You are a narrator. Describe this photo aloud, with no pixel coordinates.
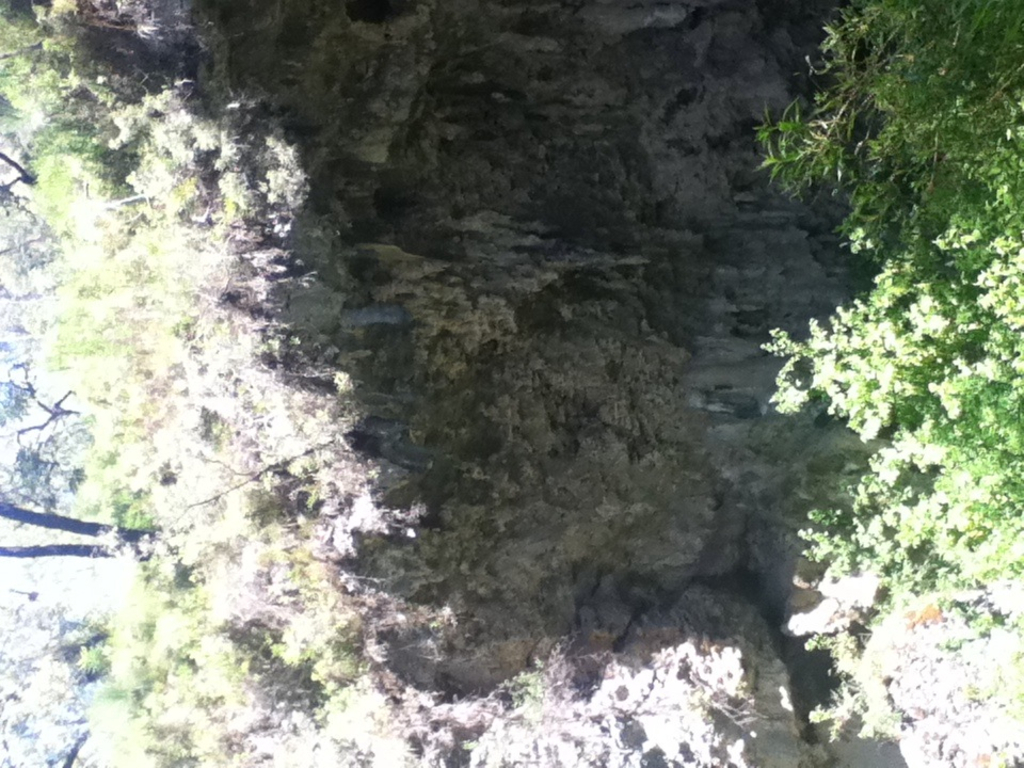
In this image we can see a group of trees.
